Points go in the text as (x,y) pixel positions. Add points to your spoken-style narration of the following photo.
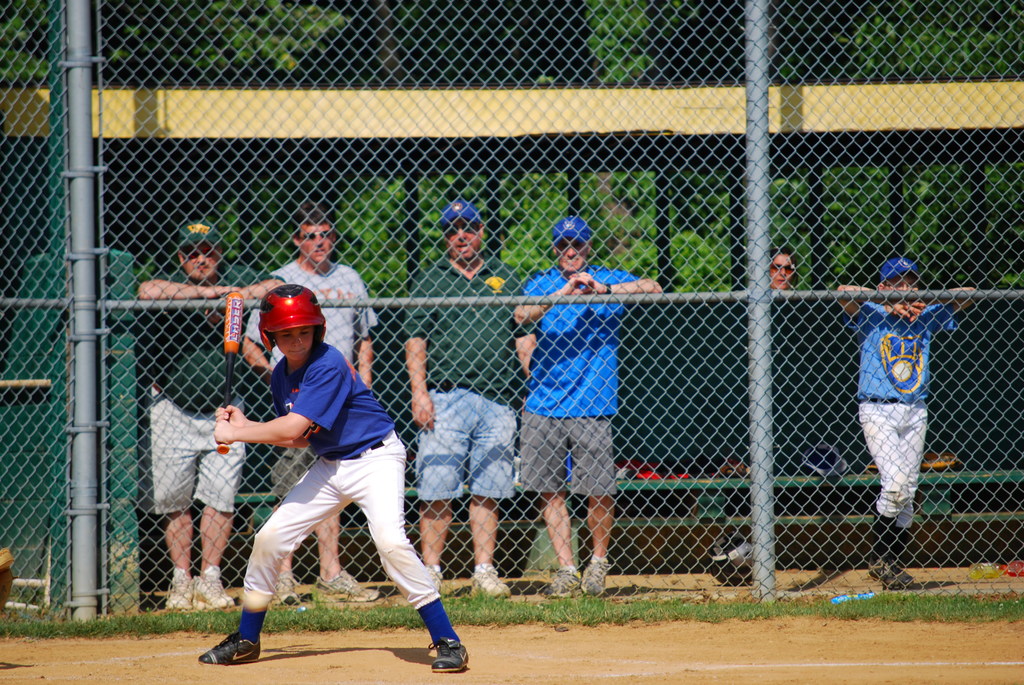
In this image there is a person (293,532) holding the baseball stick (229,307). Behind him there are people (607,273) holding the metal fence (752,229). In the background of the image (598,175) there are trees (413,62).
